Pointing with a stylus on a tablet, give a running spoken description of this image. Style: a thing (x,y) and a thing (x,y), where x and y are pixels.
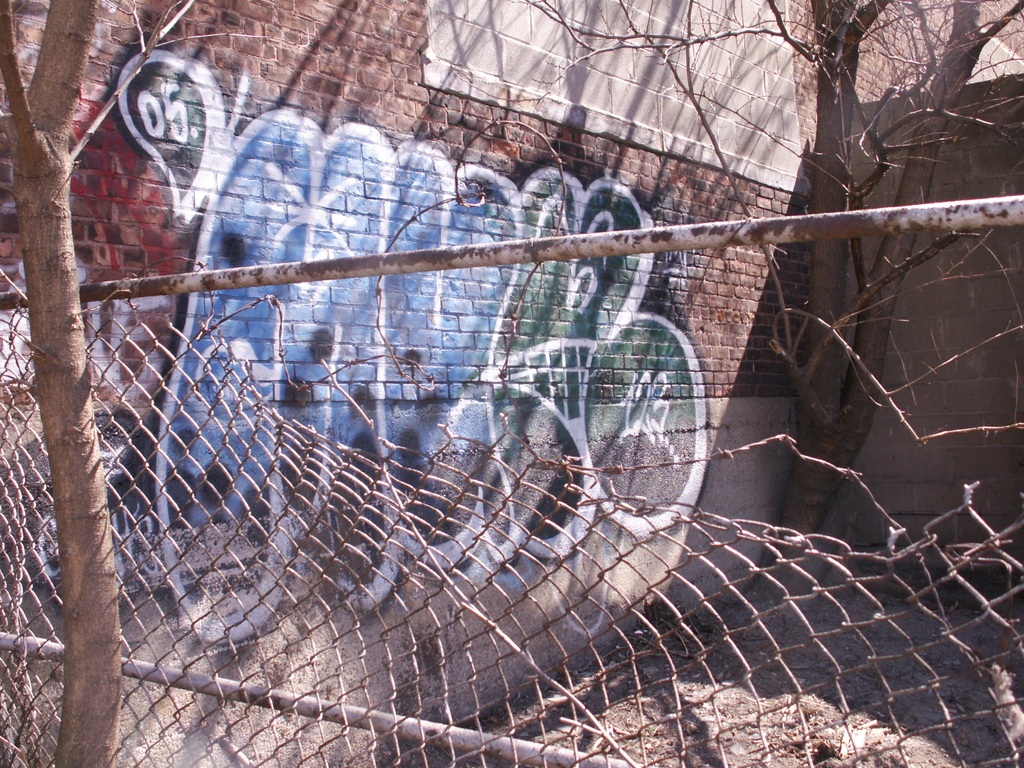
In this image I can see the railing (18,410), trees (789,367) and there is a painting (462,207) on the brick wall (376,19).
